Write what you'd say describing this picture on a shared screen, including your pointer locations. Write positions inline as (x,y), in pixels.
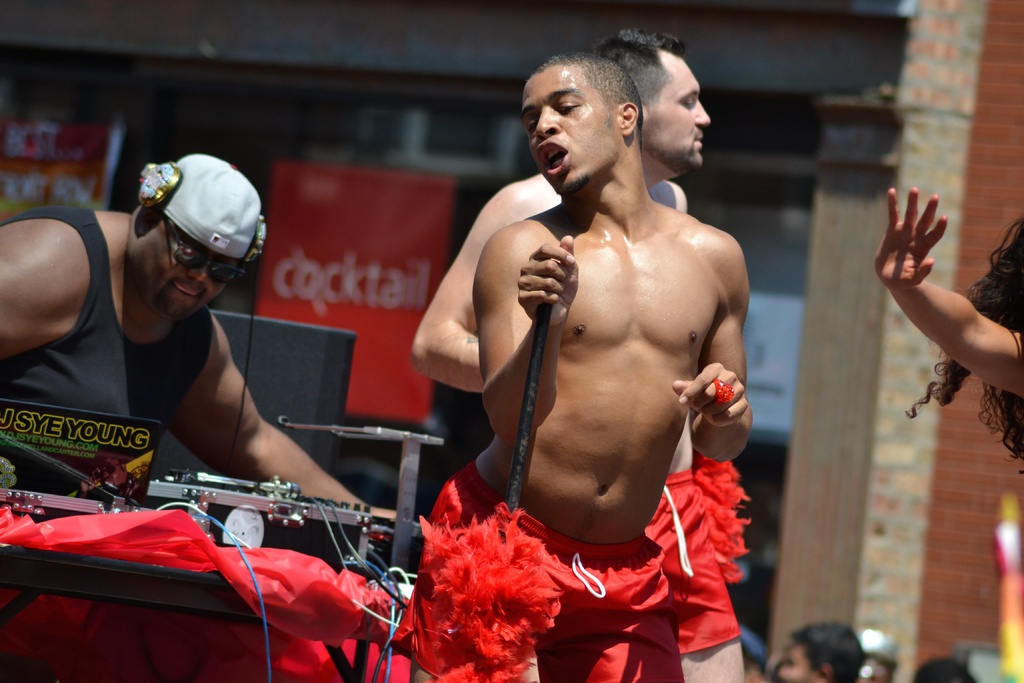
In the center of the image (552,269) we can see persons (613,489) performing. On the left side of the image (104,315) we can see person (190,354) at the musical equipment (121,450). In the background (1012,178) we can see persons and building (422,90).
